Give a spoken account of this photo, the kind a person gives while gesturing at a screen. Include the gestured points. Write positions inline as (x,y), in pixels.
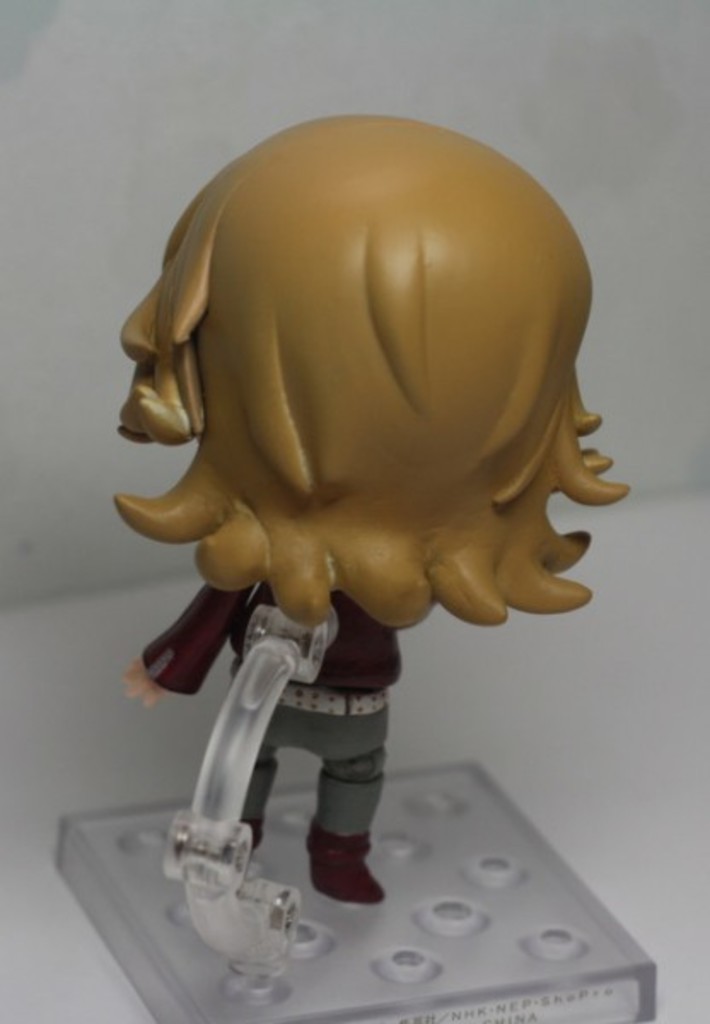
It is a toy (443,453) on a glass (409,929).
